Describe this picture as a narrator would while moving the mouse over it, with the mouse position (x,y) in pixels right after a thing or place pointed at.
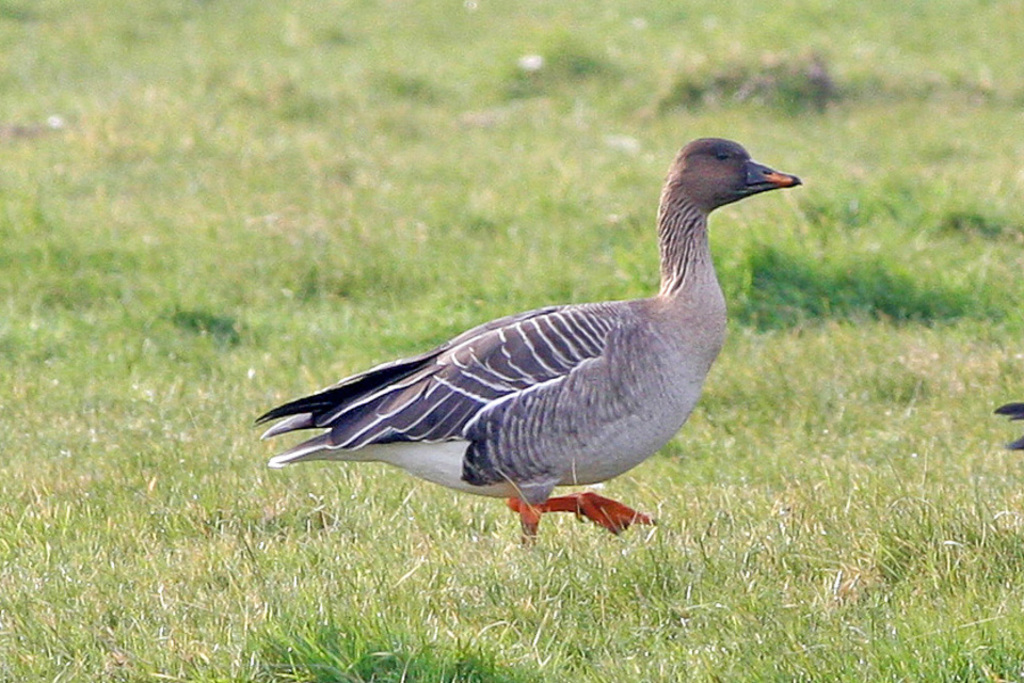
In this image we can see a bird (679,301). In the background of the image (729,285) there is the grass (134,585). On the right side of the image (1003,408) there is an object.
